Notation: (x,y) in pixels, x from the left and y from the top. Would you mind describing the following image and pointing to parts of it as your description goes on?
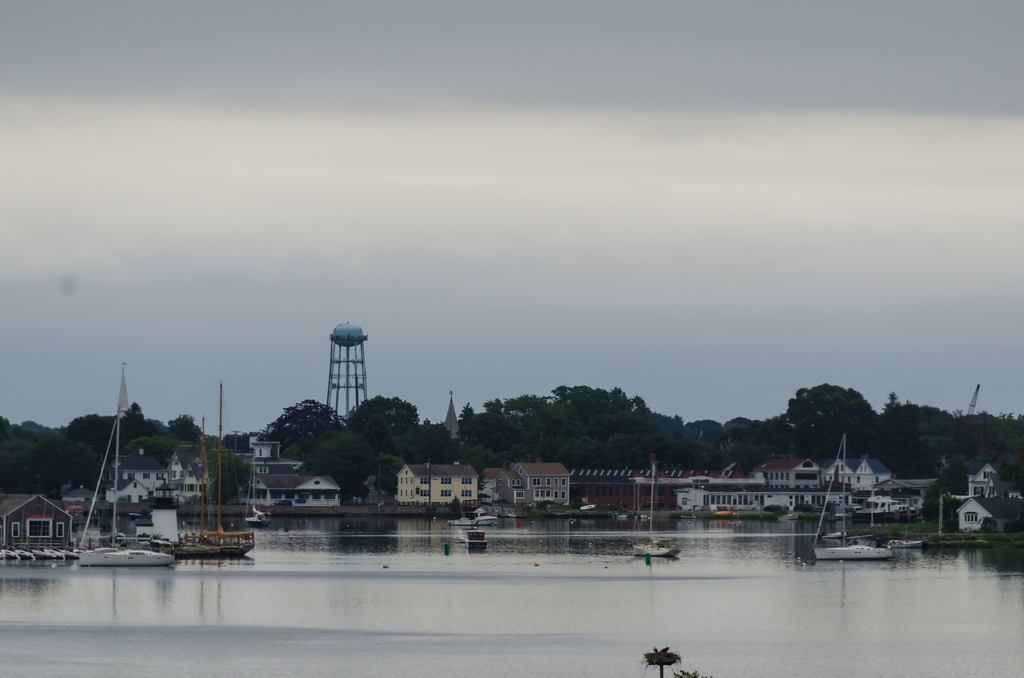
In this image I can see few boats (8,555) on the water (370,595), background (18,367) I can see few buildings (738,493) in white, cream and brown color, trees (584,426) in green color and the sky (549,151) is in white color.
